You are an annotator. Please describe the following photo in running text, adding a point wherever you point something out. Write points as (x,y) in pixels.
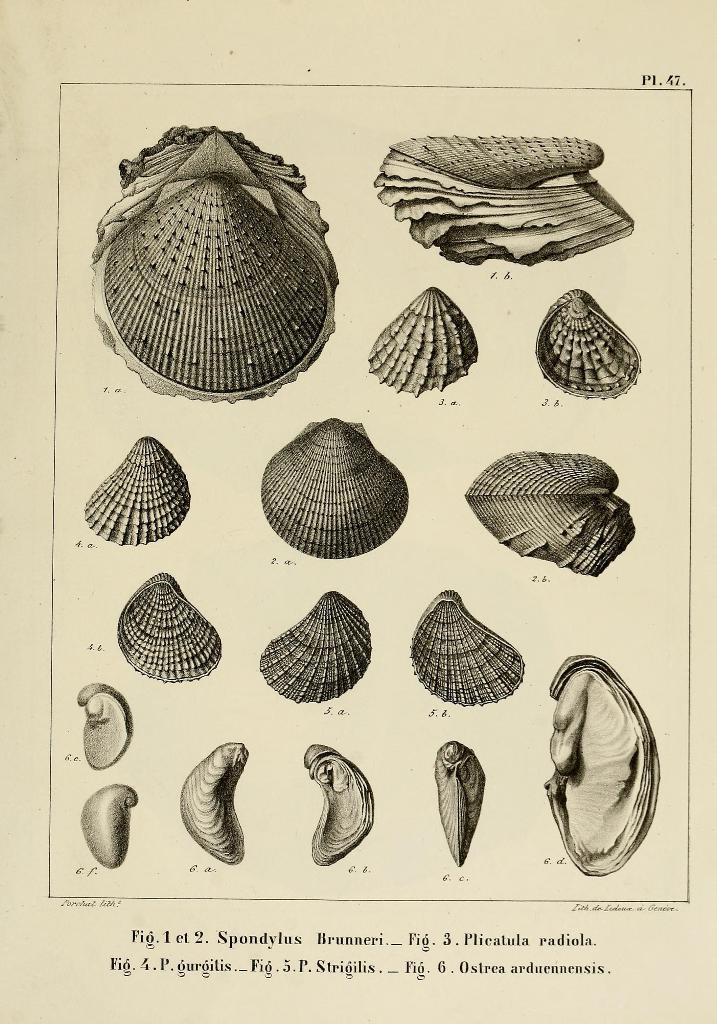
In the foreground of this poster, there are different kind of seashells (589,809) and on the bottom (568,963), there is some text (572,972).
